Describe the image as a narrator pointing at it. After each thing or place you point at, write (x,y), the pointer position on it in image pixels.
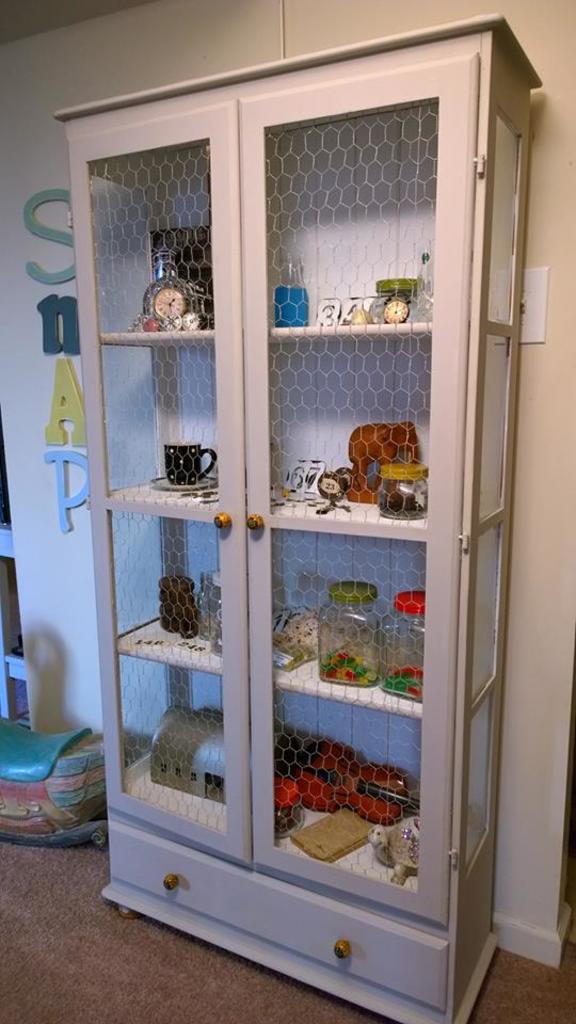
In this picture we can see a shelf (97,511), in which we can see so many objects (293,488) are placed, behind we can see wall (532,624).
